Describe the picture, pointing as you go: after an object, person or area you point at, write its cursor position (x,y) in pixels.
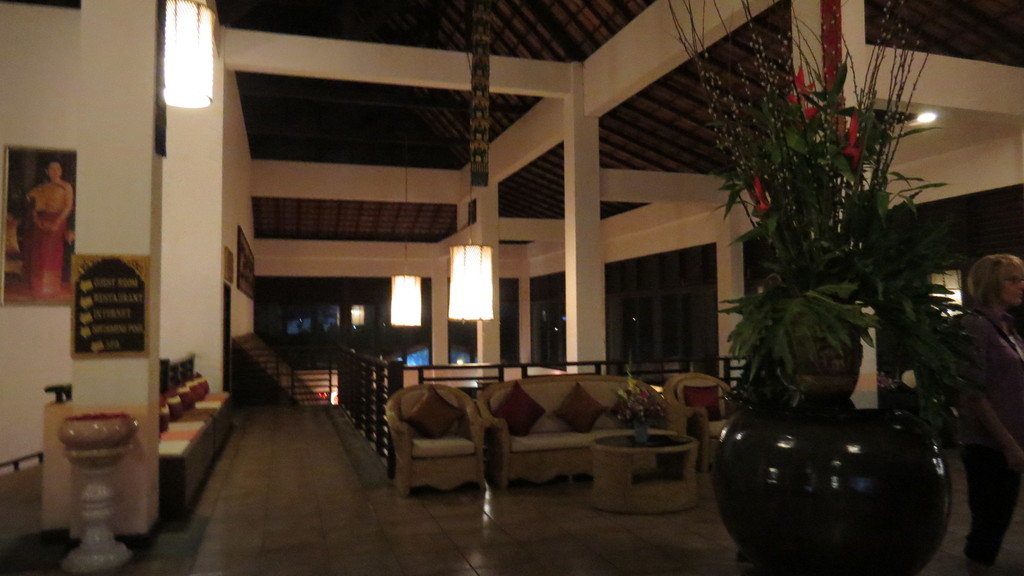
In the middle of the image (618,379) there is couch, In front of couch (607,429) there is a table (619,440). On the table (660,441) there is a flower pot (649,406). Bottom right side of the image (815,423) there is a flower pot (907,439), Beside flower pot (947,389) there is a woman (979,551). At the top of the image (461,12) there is a roof (339,16) and light (927,113). Bottom left side of the image (339,391) there is a fencing (375,362). Top left side of the image (44,83) there is a wall (78,138), On the wall (80,150) there is a photo frame (44,292).
